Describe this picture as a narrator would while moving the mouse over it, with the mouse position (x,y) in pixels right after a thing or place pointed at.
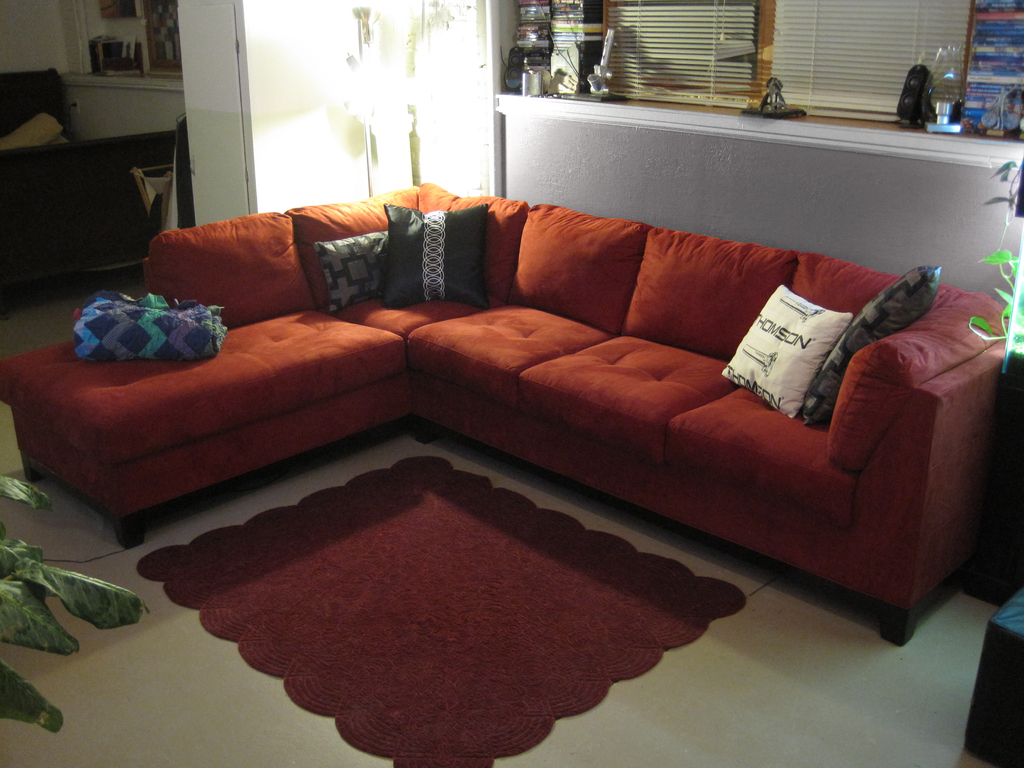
In the image we can see a sofa (690,356), on the sofa (594,334) there are pillows (369,274). Here we can see a carpet (434,625), maroon in color and the carpet (441,640) is on the floor (804,757). We can even see the leaves (29,616), cable wire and a door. There are many other things (531,54) kept on the shelf (875,135).
